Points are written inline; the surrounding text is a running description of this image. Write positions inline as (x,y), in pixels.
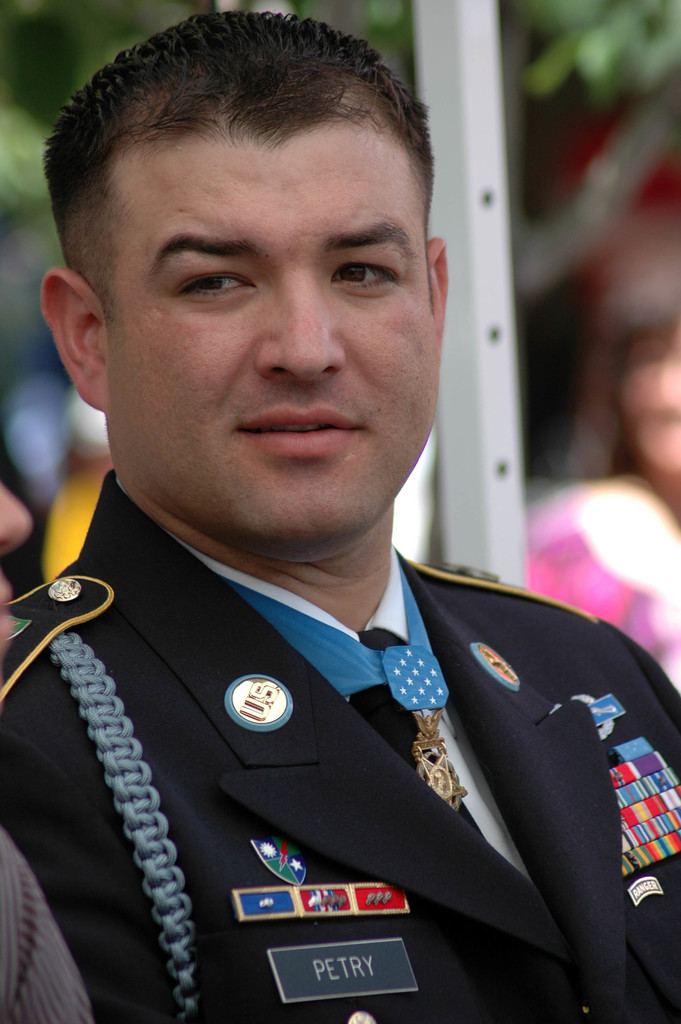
In this picture we can see a man (347,684) in the front (314,659), there is a nose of another person (14,539) on the left side (14,535), we can see leaves (619,44) of a tree (623,43) in the background (612,39), there is a blurry background (552,5).
